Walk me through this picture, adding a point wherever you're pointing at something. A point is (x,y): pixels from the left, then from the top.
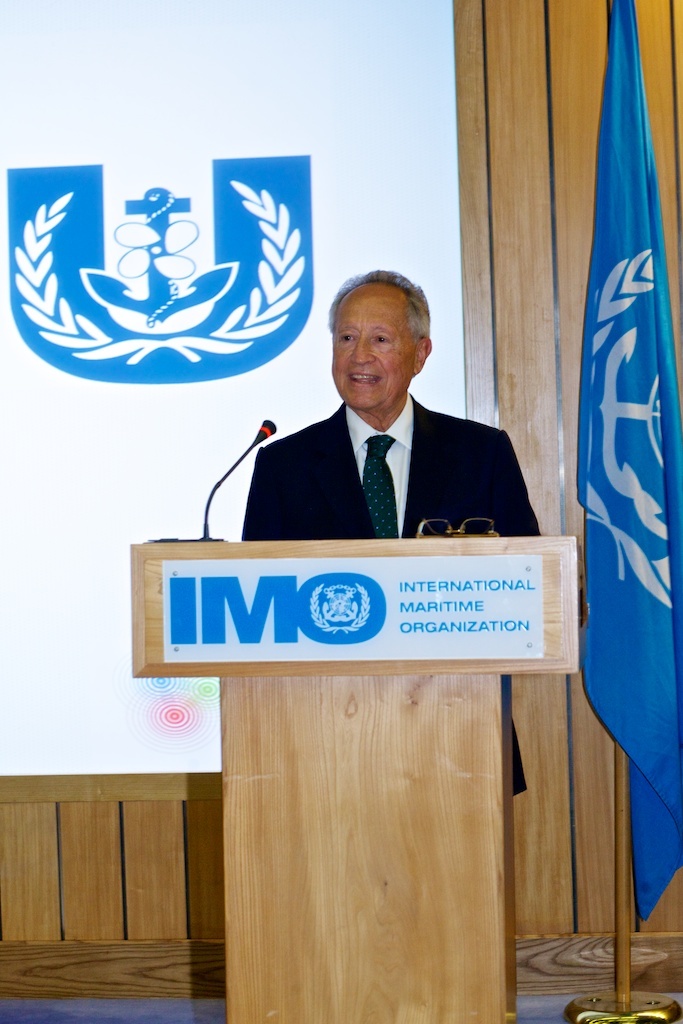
In this picture there is a person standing behind the podium (322,959) and he is talking and there is a microphone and spectacles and board (493,633) on the podium (237,1019) and there is text (299,604) on the podium (299,940). At the back (378,52) there is a hoarding (355,50) and there is a logo (11,190) on the hoarding (139,170) and there is a flag (666,351) and there is wall (556,344). At the bottom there is a floor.
